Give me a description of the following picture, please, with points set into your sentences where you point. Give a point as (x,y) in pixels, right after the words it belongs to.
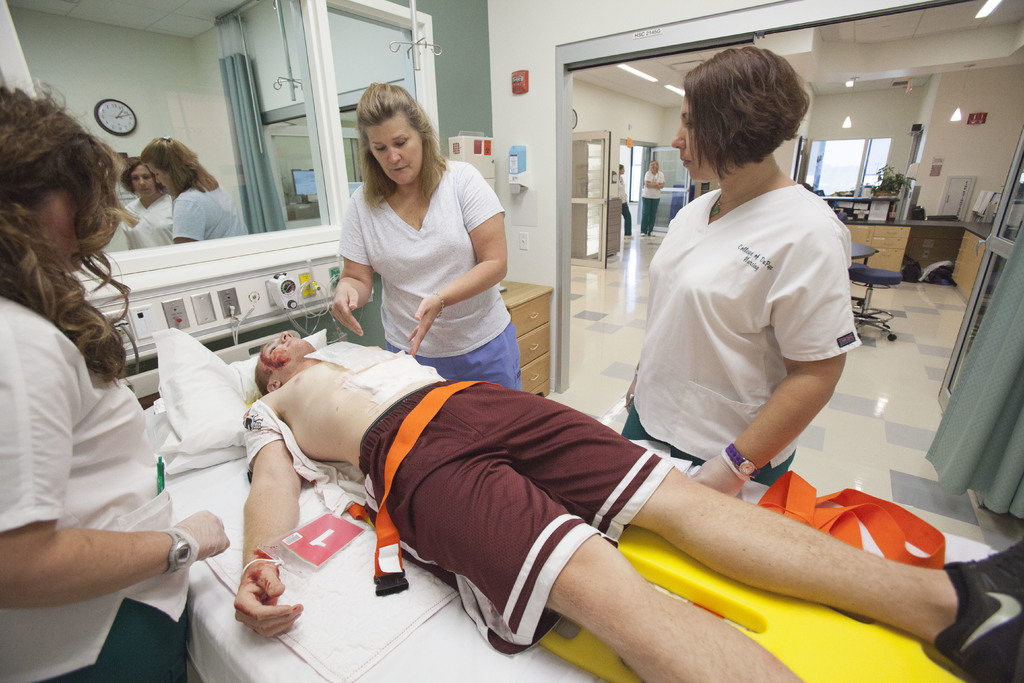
In this image I can see few people (288,355) and one person (457,516) is lying on the bed (367,575). I can see few glass doors (346,158), curtains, chair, system (306,186), plants (900,177) and few objects (984,207) around. The clock (102,113) is attached to the wall (147,93).
